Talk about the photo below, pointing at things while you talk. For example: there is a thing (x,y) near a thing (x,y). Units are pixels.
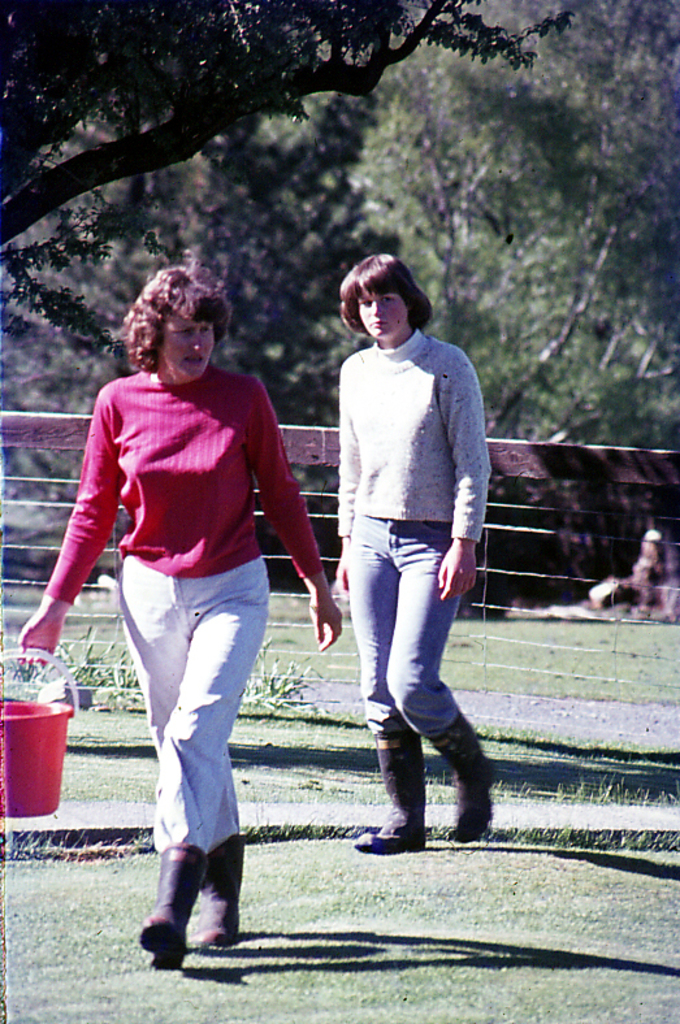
In this image we can see two women (444,483) standing on the ground (302,923). One woman (184,742) is holding a bucket (8,740) in her hand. In the background (588,548), we can see a fence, a group of plants (270,701), trees (503,216) and grass (334,864).
